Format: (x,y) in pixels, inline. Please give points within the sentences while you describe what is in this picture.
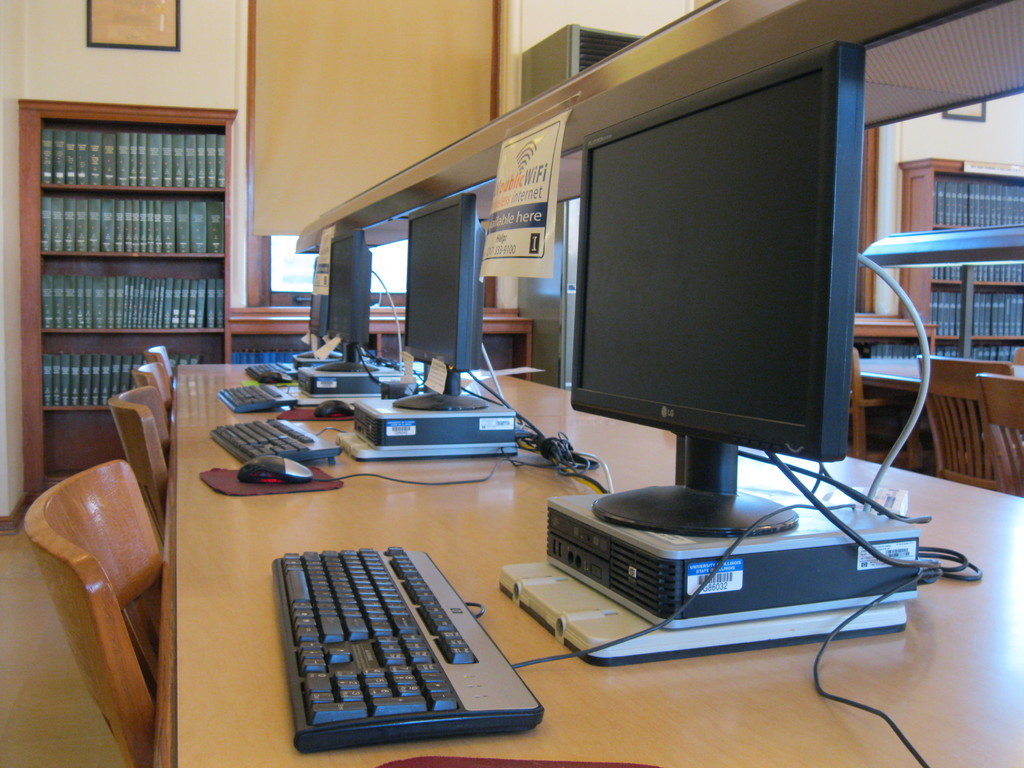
The image looks like it is clicked inside the library (191,54). There are four computers (342,259) on the table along with keyboards (335,681) and mouse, and there are three to four chairs (126,523) near the table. To the left (86,159) there is a cupboard (21,213) filled with books (42,221). In the middle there is a window (291,31) and wall (202,45).
